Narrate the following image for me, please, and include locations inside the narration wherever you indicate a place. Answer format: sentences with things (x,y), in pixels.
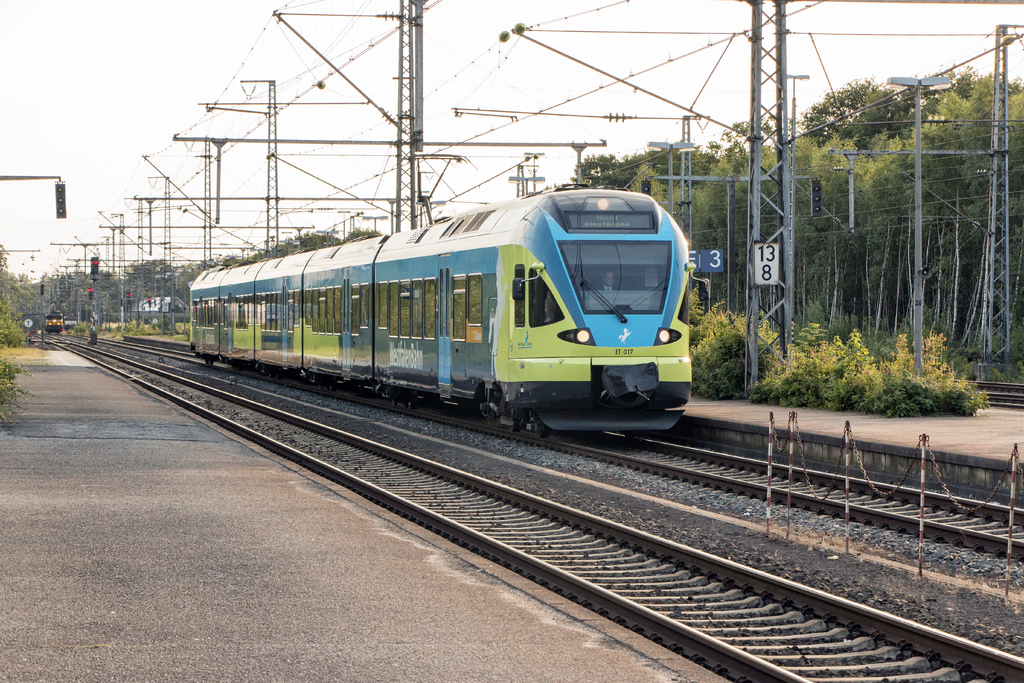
It is a train (553,342) moving on the railway track (609,437), it is in blue color. On the left side (333,629) it is a platform (164,481), on the right side (956,187) there are green trees (961,230). At the top (108,62) it is the sky (63,101).
